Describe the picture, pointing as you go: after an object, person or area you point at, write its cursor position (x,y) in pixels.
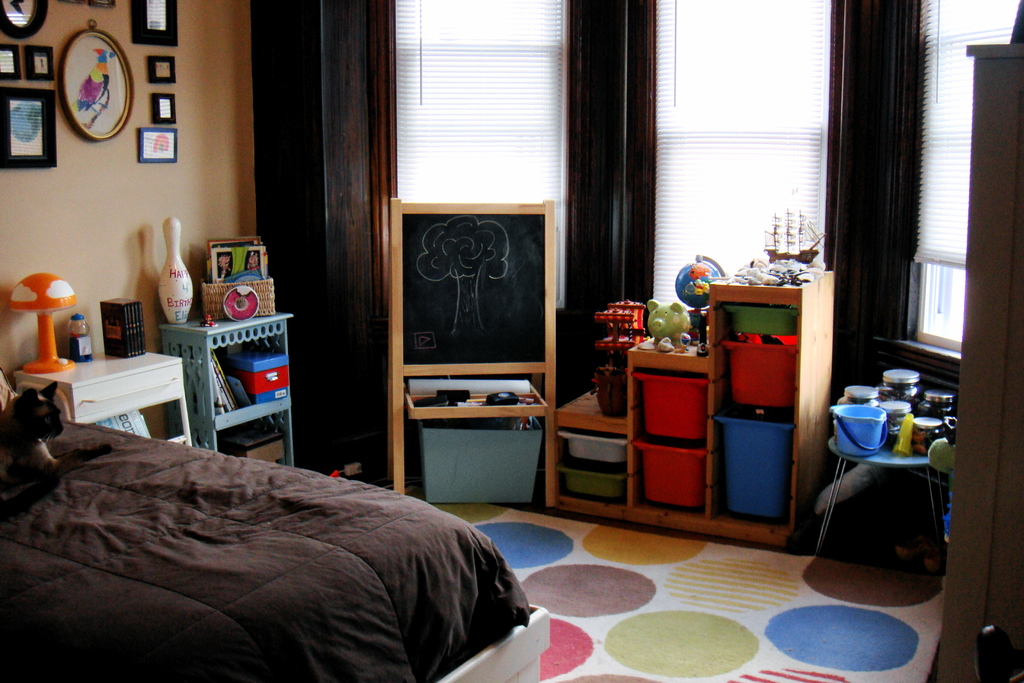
In this image there is a bed (516,652) with blanket (126,492) and an object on it, small frames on wall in the left corner (14,13). There is an object (953,497) in the right corner (953,552). There is a floor (586,592) at the bottom (917,593). There is wooden rack (813,346) with objects (806,275) on it, table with some objects (857,437), and a blackboard (555,345), windows (943,15), wall (247,13) in the background (880,321).
